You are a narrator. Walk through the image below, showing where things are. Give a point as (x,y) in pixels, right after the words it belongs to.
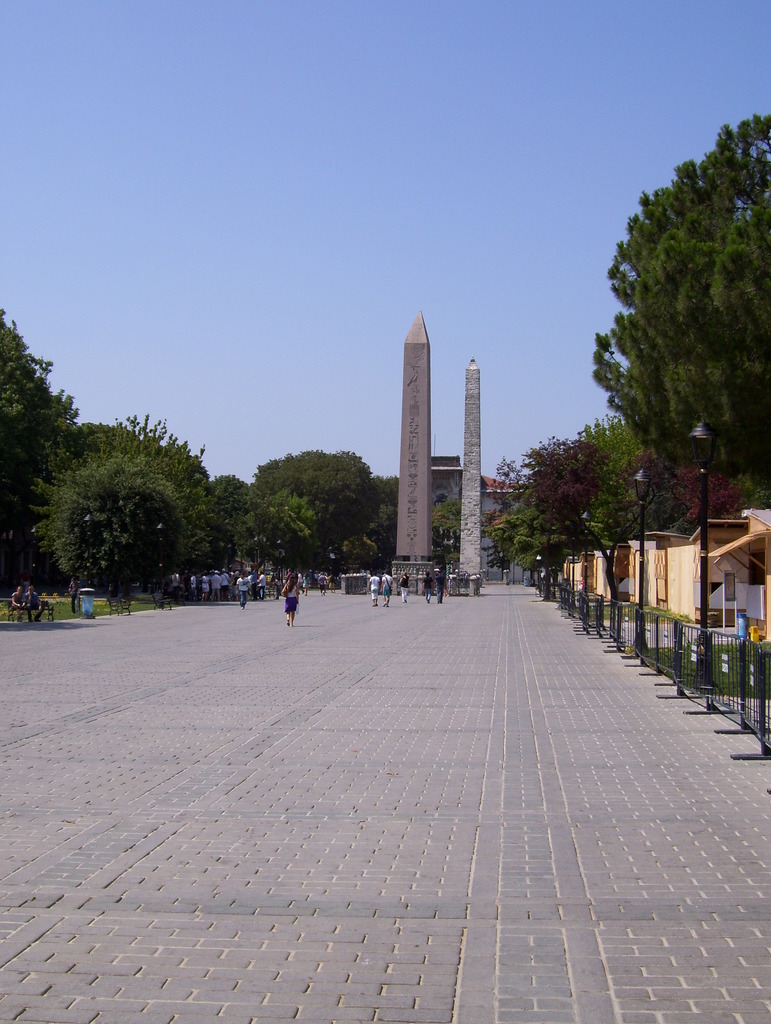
To the bottom of the image (244,746) there is a road (305,635). To the right corner of the image (677,646) there is a fencing (622,618). Behind the fencing (757,679) there are poles (643,563) with lamps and also there are houses (665,563). And in the background (202,580) there are few people (258,588) on the road (512,589), there are two pillars (472,500) in the middle (408,495) and also there are many trees (191,523). And to the top of the image (336,245) there is a blue sky (297,213).
